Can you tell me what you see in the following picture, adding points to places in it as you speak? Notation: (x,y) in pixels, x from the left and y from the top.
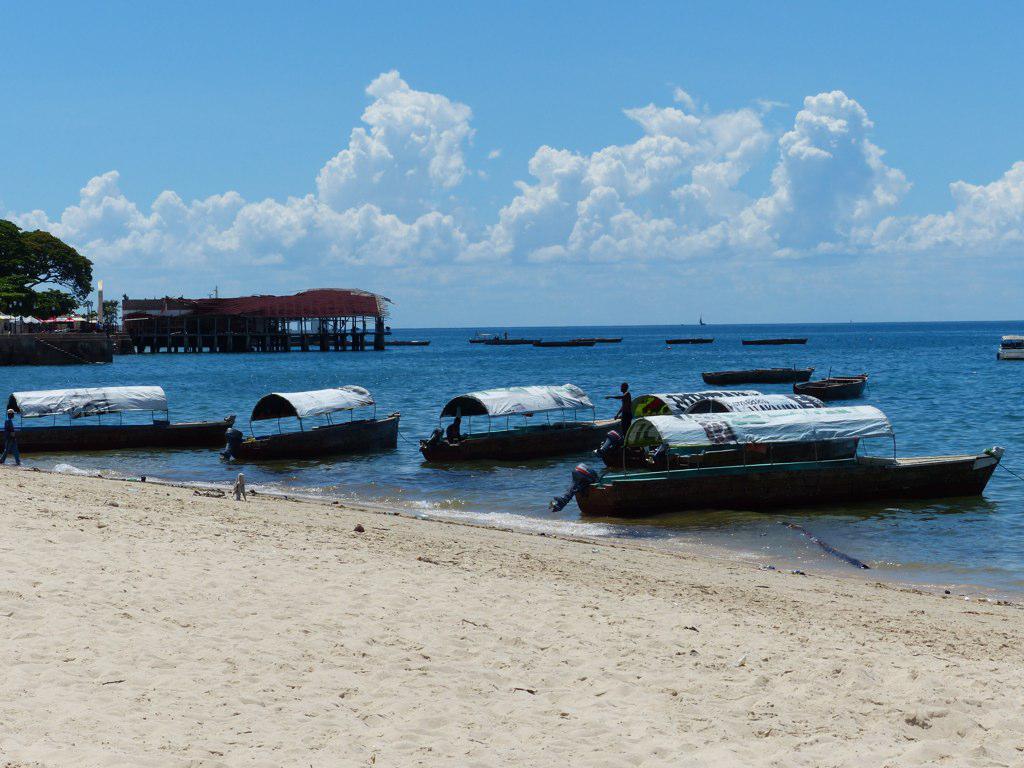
In the image there is a sand surface (315,529), behind that there is a water surface (668,375) and on the water (679,363) there are boats (736,426), on the left side (49,246) there is a tree (33,261).
